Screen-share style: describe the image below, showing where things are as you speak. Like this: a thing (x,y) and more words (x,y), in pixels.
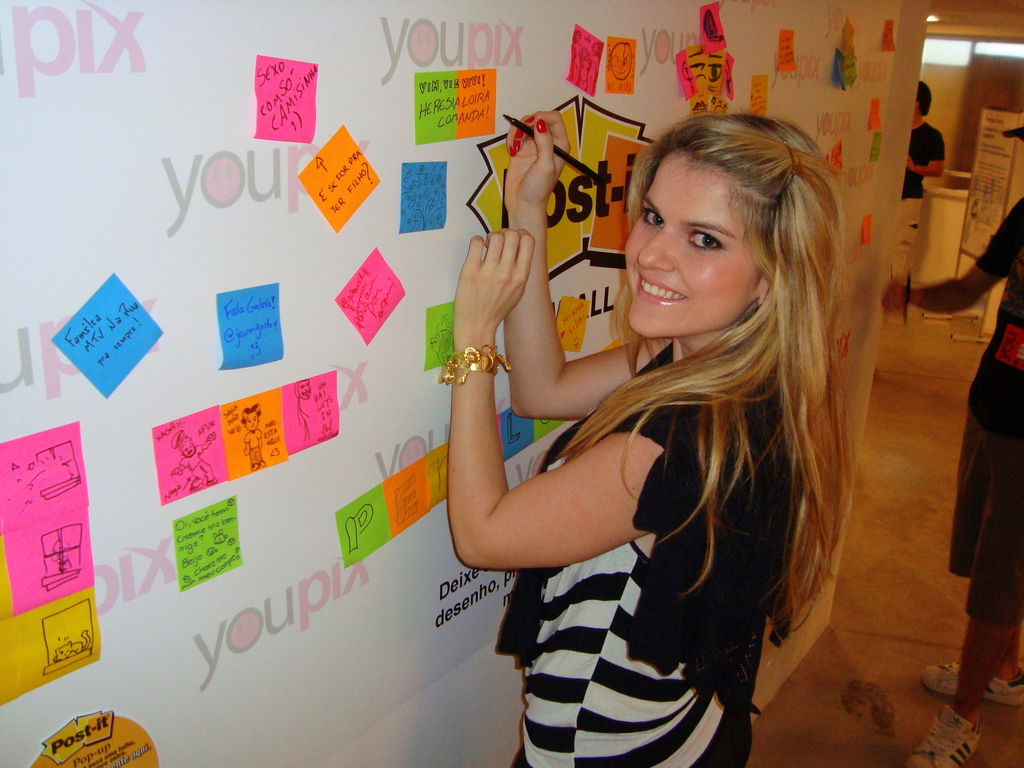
In this image we can see a lady (585,442) holding a pen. There is a wall (294,50) with different colored papers (226,360) pasted. On the papers (328,155) we can see text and drawings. On the right side (918,169) we can see two other persons (988,268). Also there is a board (978,247) with stand (963,259).
